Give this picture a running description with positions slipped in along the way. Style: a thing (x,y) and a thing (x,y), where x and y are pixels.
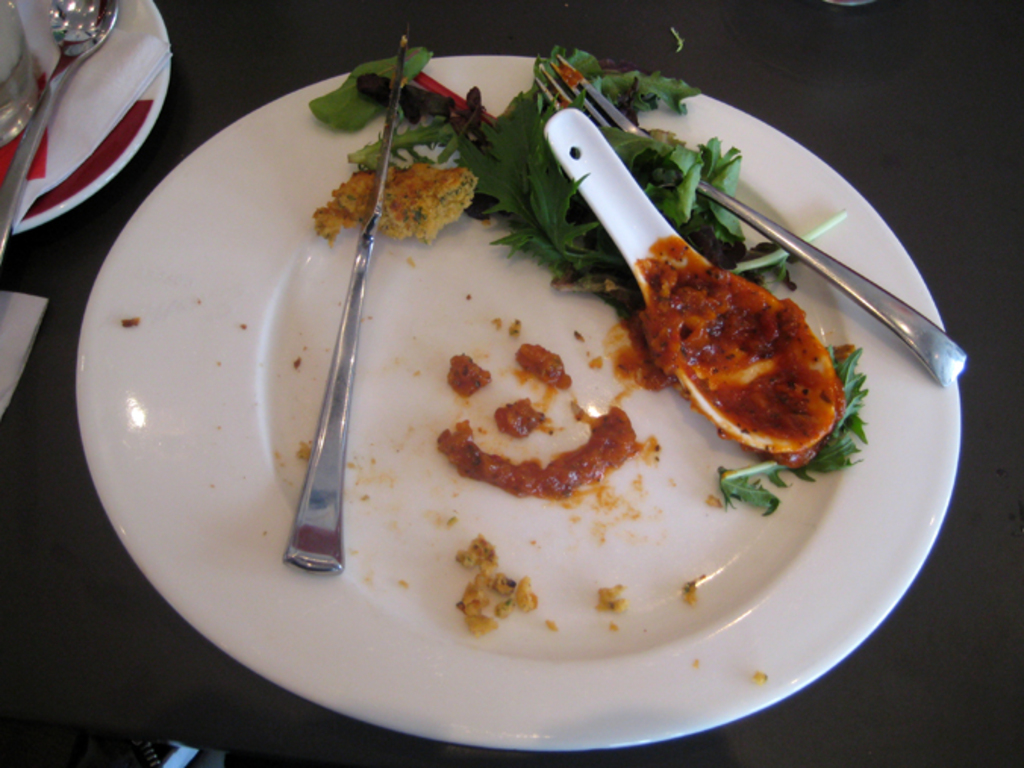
In this picture we can see a plate (355,509) and on plate (453,241) we have fork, spoon (587,190), leaves (589,282), knife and aside to this plate (251,212) we have tissue papers (88,64), spoon (77,68) on plate (136,118).
